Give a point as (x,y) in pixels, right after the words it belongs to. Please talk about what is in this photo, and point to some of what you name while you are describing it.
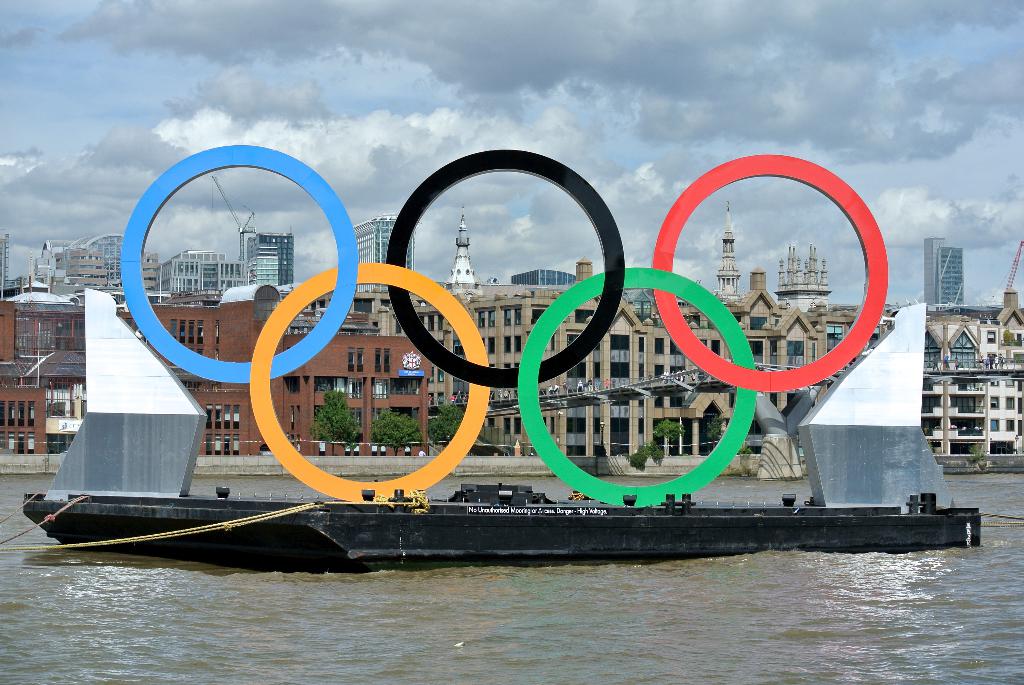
This image consists of a boat (352,540) in black color. At the bottom (479,615), there is water (367,619). In the background (49,280), there are many buildings (47,284). At the top (228,123), there are clouds (366,130) in the sky (310,206).
